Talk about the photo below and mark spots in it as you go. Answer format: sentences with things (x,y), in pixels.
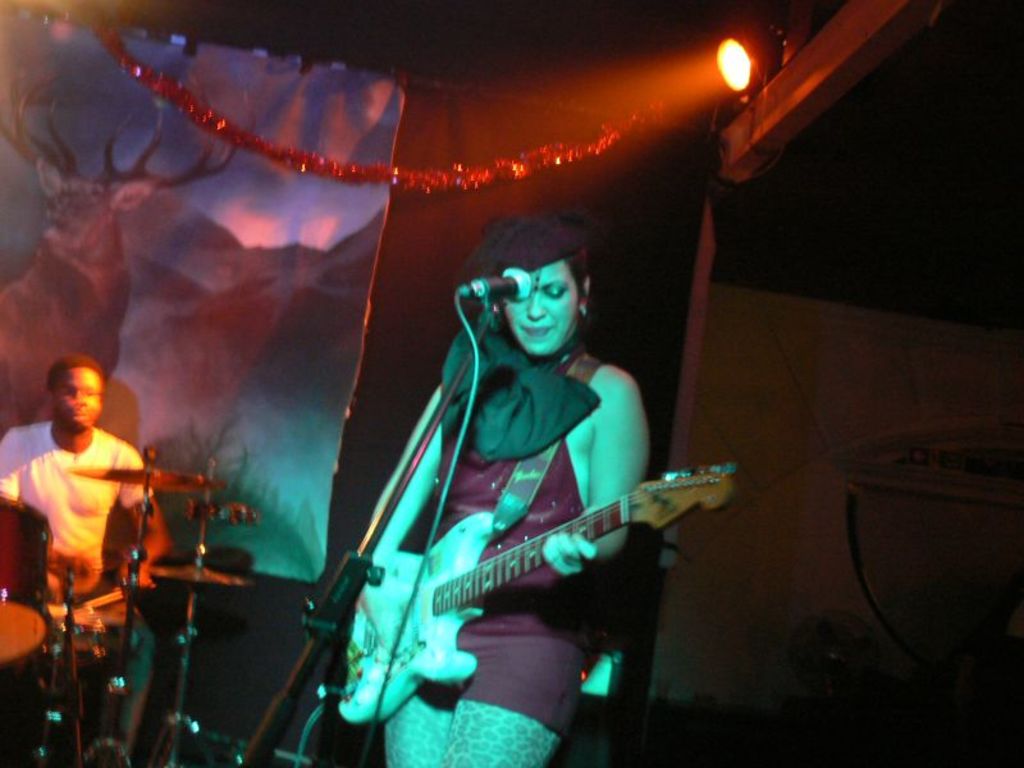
In the middle (622,474) a woman (507,734) is standing and holding a guitar (587,532) she wears red color dress (539,617) at the top (749,95) in the right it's a light (768,73) in the left (42,573) a man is beating the drums (4,640).
